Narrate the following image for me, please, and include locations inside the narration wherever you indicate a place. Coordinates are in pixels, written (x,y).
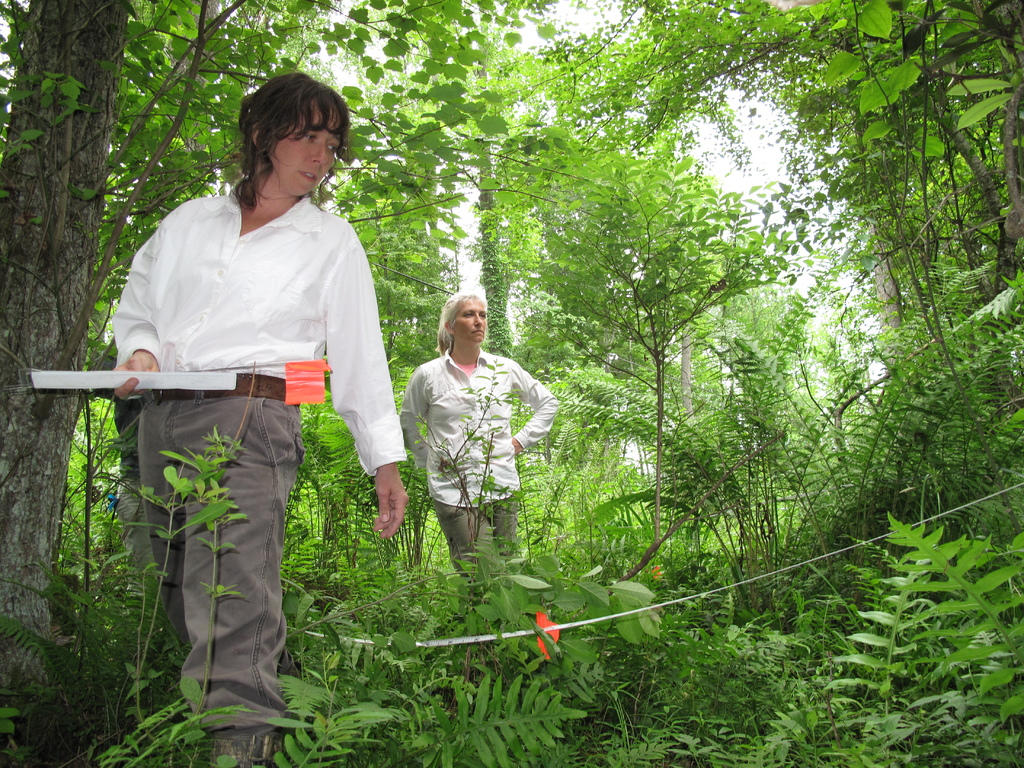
In this image we can see two women (447,445). They are wearing white shirt (362,369) and pant (509,525). One woman (274,385) is holding an object (142,380) in her hand (126,363). In the background (507,282), we can see trees (788,292). At the bottom of the image (402,733), plants (296,717) are there and one white color rope (860,547) is present.
